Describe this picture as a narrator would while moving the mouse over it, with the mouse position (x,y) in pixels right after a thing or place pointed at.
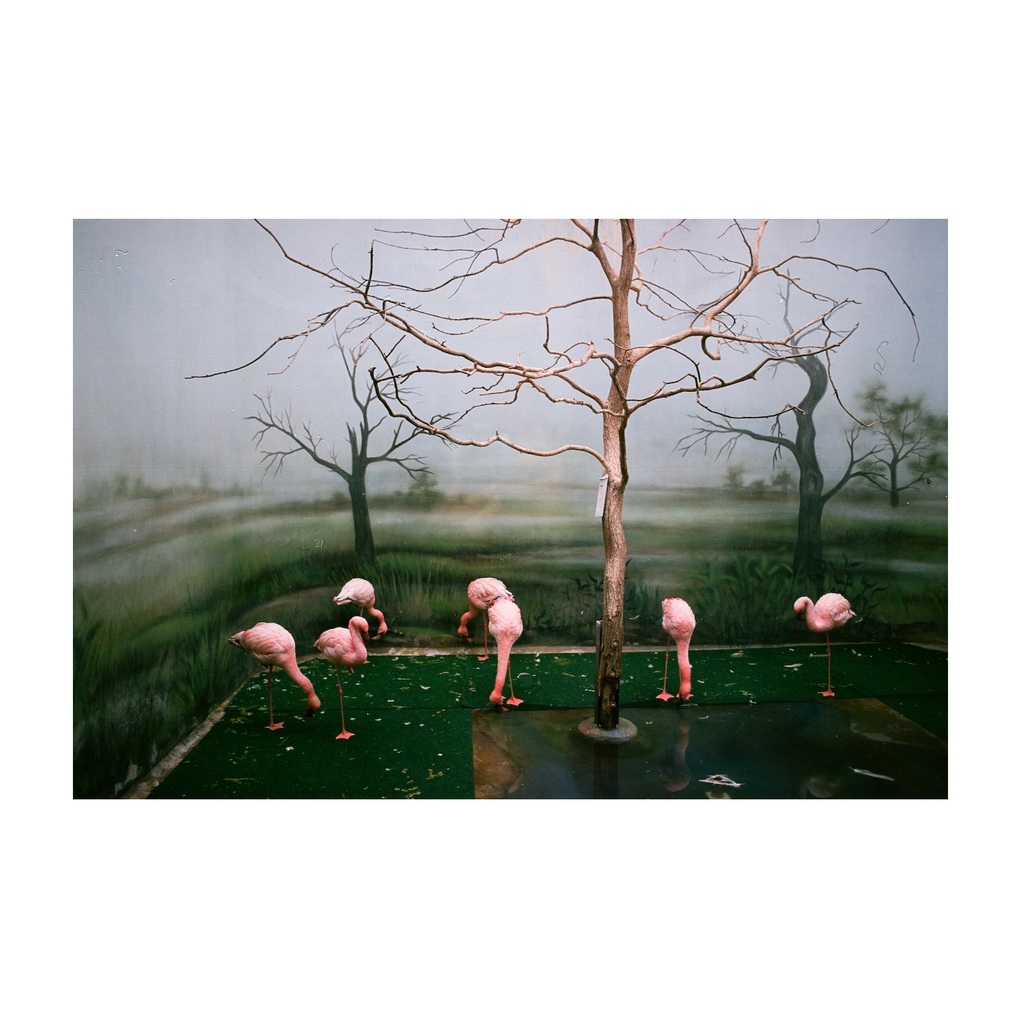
In the foreground of the picture (504,628) there are flamingos (247,647), trees (534,313), grass (368,732) and water (767,736). Sky (299,284) is cloudy. The background (929,310) is blurred.
